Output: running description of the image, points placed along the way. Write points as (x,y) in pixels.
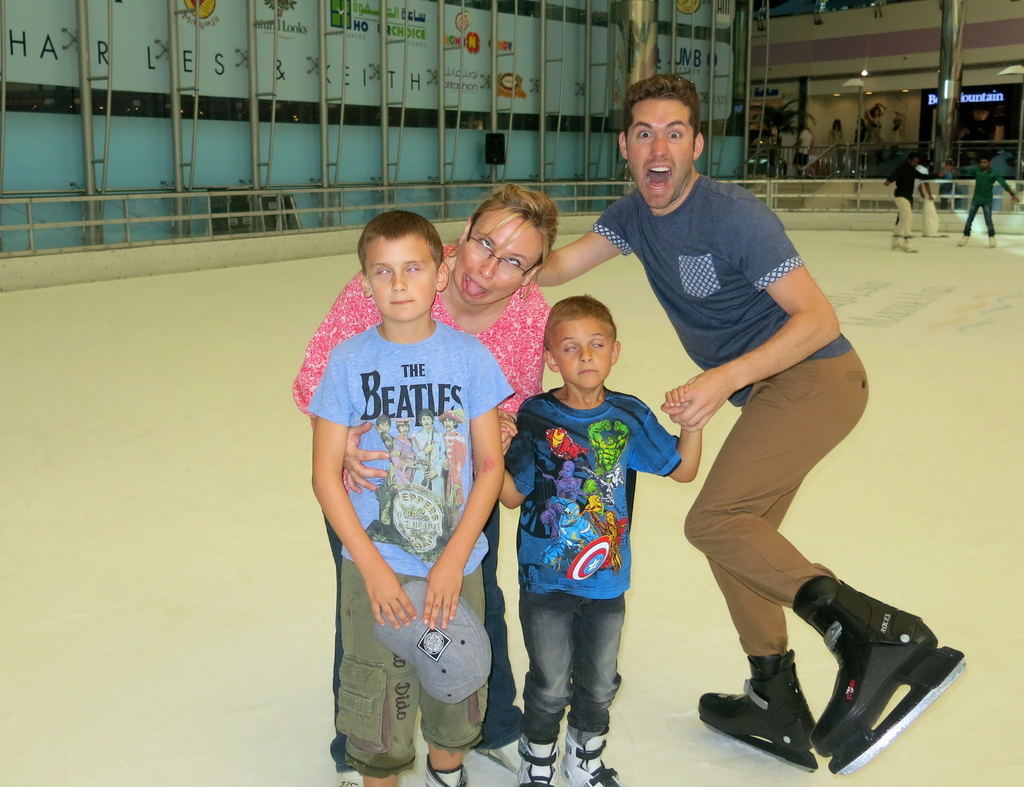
In this image we can see a male (654,243), female (470,333) and two persons (475,723) standing in the foreground of the image (474,550) posing for a photograph and in the background of the image (747,163) there are some persons (907,204) standing on floor (893,259) and there are some pipes (957,59), fencing (124,225) and there is a wall (895,93).
